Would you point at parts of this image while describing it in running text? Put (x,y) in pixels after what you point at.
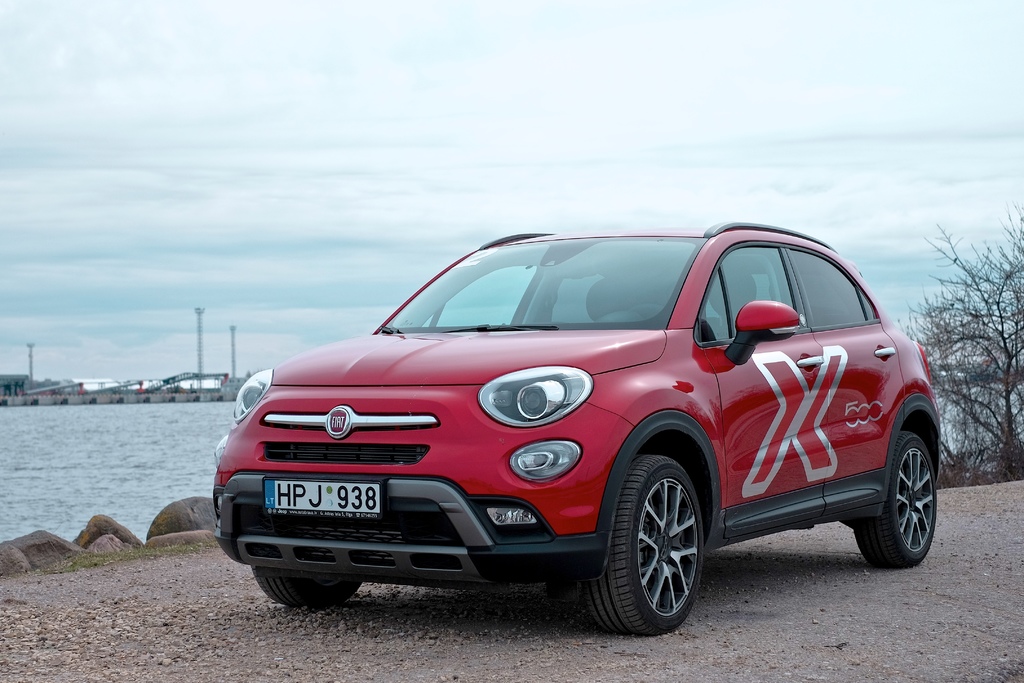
In the picture I can see a red color car (693,385) on the ground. In the background (118,476) I can see a tree (942,319), the water (187,448), poles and the sky (204,279).
